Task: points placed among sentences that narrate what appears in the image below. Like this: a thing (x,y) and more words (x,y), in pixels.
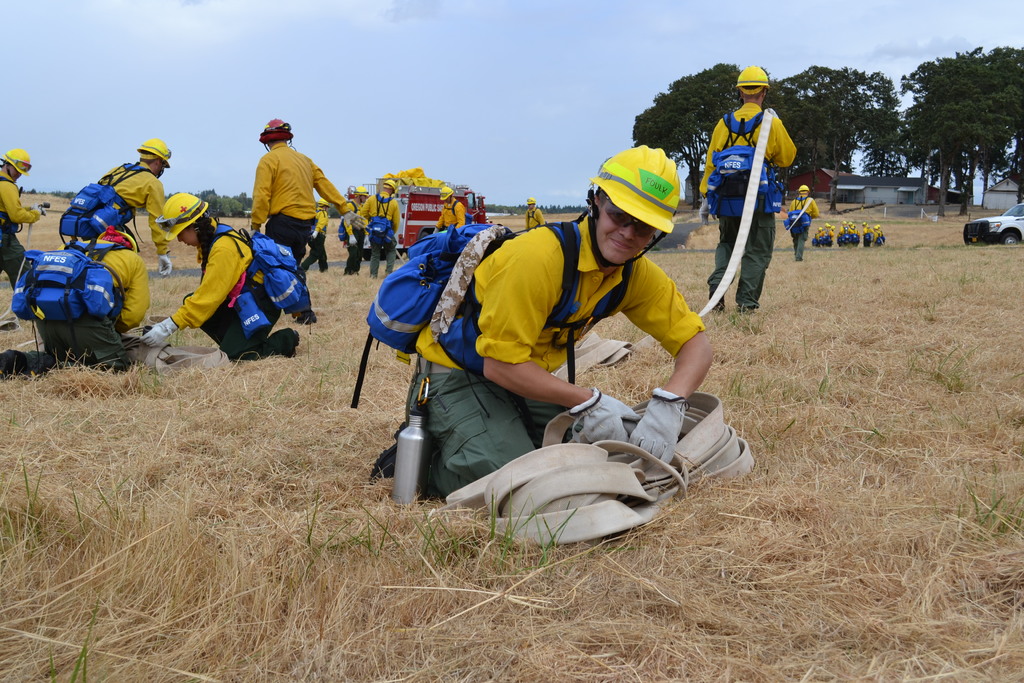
In this picture there are three persons (229,305) holding the objects (715,437) and there are group of people (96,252) walking. At the back (867,141) there are vehicles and buildings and trees (998,127) and there are group of people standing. At the top (486,74) there is sky (455,154) and there are clouds (277,49). At the bottom (394,554) there is grass (694,573).
